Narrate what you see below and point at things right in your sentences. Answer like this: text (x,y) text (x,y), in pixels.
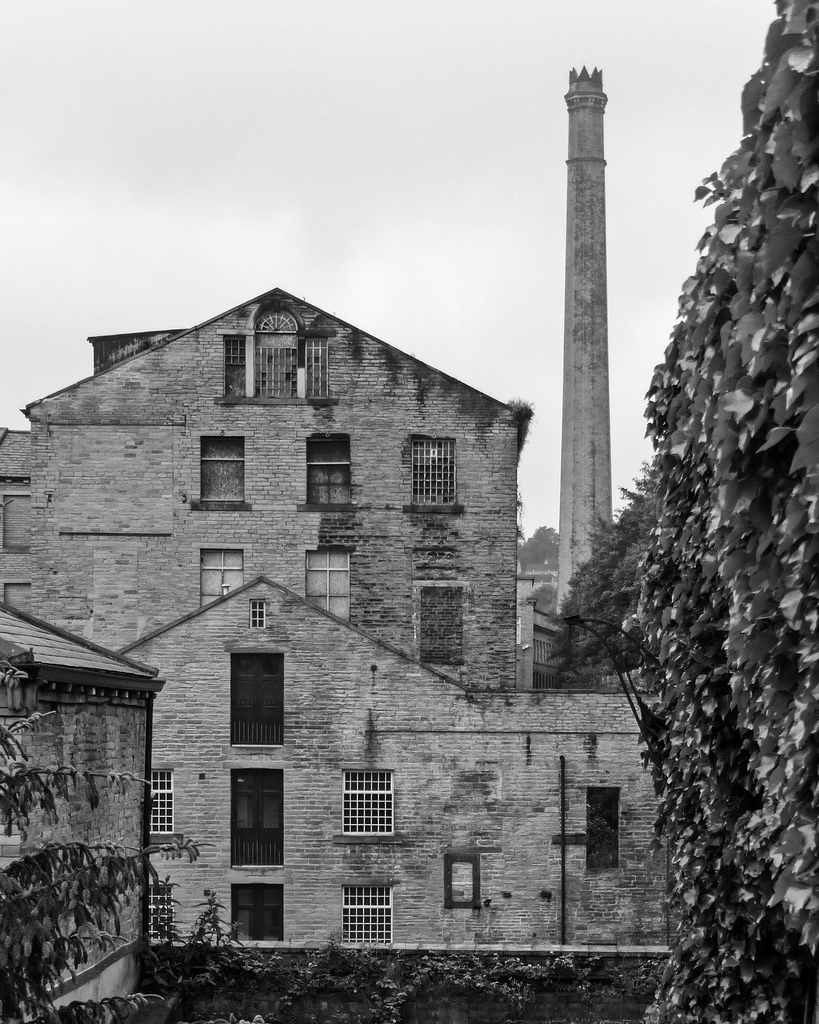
In the image we can see a building (367,546) and window (380,808) of the building (408,611). These are the plants (327,964), trees (610,604), fence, tower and a sky (181,117).
